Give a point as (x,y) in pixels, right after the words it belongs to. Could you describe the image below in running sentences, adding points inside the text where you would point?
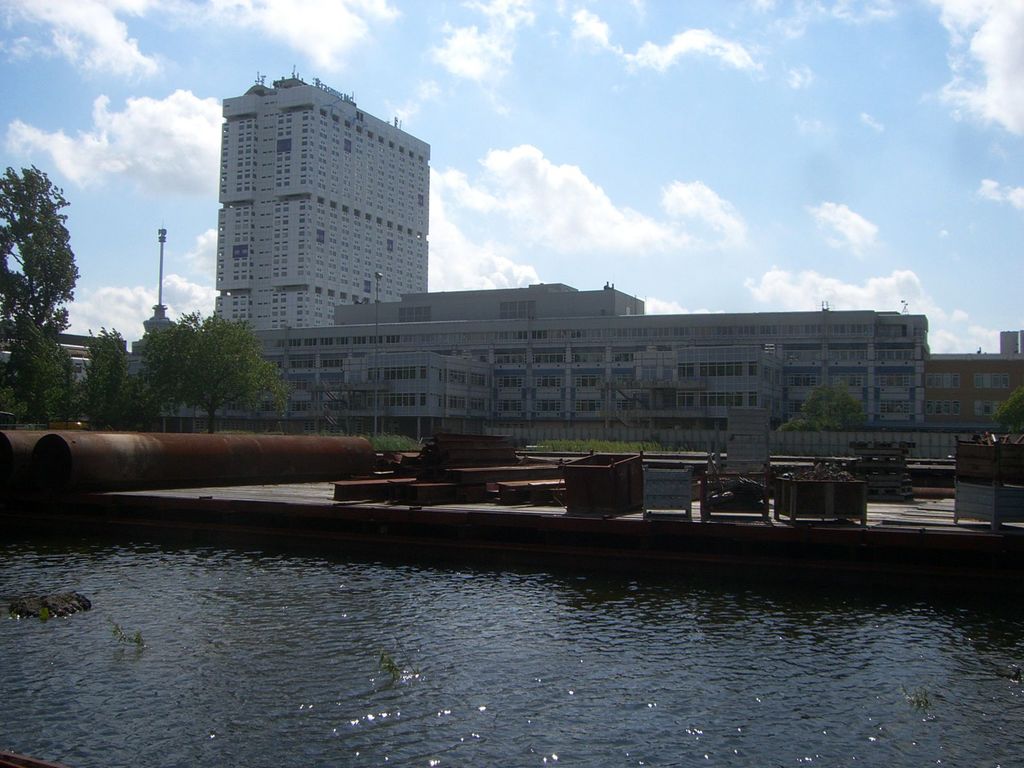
At the bottom (280,708), we see water (340,705) and this water (495,650) might be in the canal (460,662). Beside that, we see iron rods (550,483) and boxes (965,452). On the left side (135,456), we see the iron rods (132,452) and trees (152,354). There are trees (105,381), buildings (424,354) and poles (377,289) in the background (241,242). At the top (637,134), we see the sky (640,140) and the clouds (596,212).
